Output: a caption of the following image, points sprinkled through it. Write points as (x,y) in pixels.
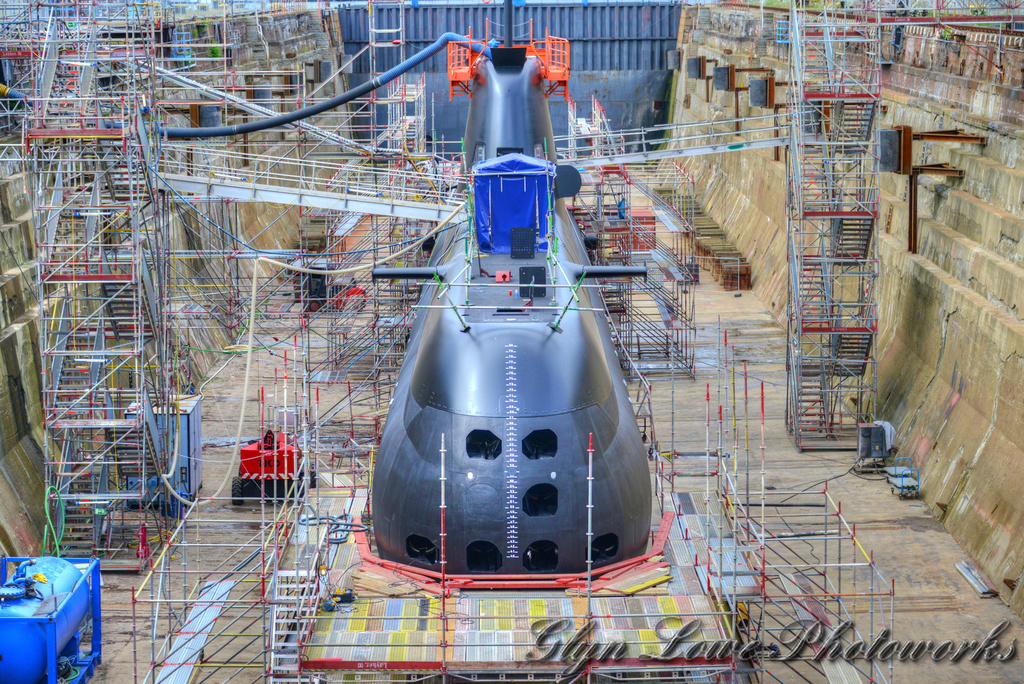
In this image we can see that there is a submarine (585,395) which is under construction. There are so many stands (151,213) which are made up of iron rods (819,395) on either side of it. In the background (587,54) there is a wall (603,60). At the bottom (61,598) there is a tank (65,603). There is a pipe (244,129) which is attached to it. On the right side (921,265) there is a wall (942,317). There are so many iron rods (312,264) around it.
